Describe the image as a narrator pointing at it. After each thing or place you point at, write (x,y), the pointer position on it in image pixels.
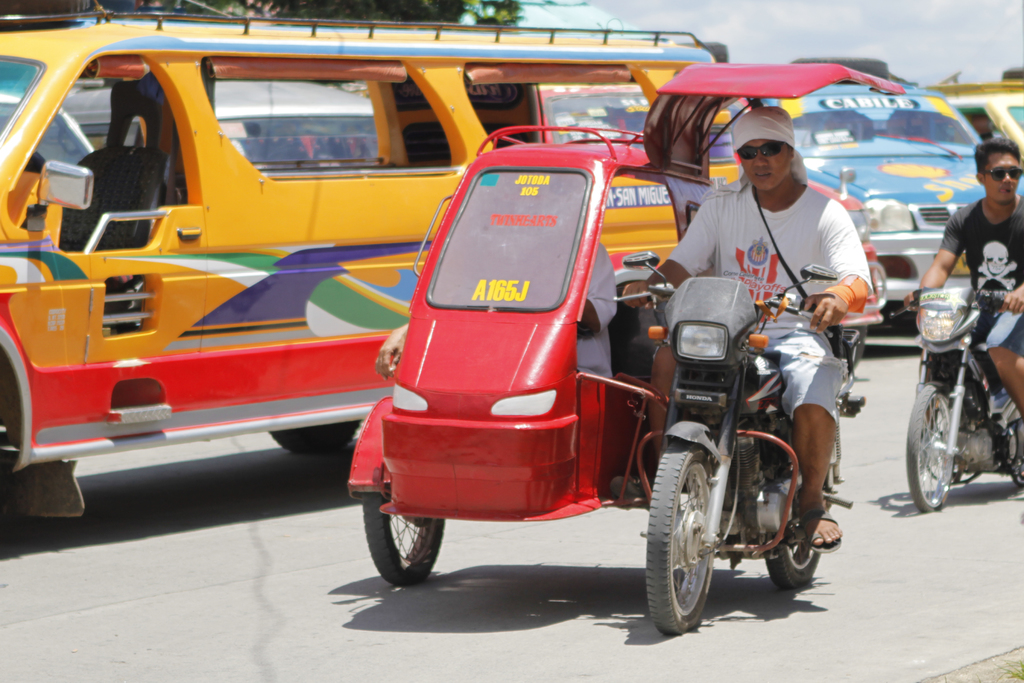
There are group of vehicles (515,172) on the road (885,420). One truck (351,272) is in yellow in color. One vehicle (663,123) is in red in color and two men (757,160) were riding on it. One person (721,228) is wearing a white shirt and he is wearing a goggles (769,155). On the other vehicle (932,327), there is a man (985,289), he is wearing a black shirt (990,244) and also wearing a goggles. In the background (872,17) there is a tree (441,11) and a cloudy sky (895,30).
